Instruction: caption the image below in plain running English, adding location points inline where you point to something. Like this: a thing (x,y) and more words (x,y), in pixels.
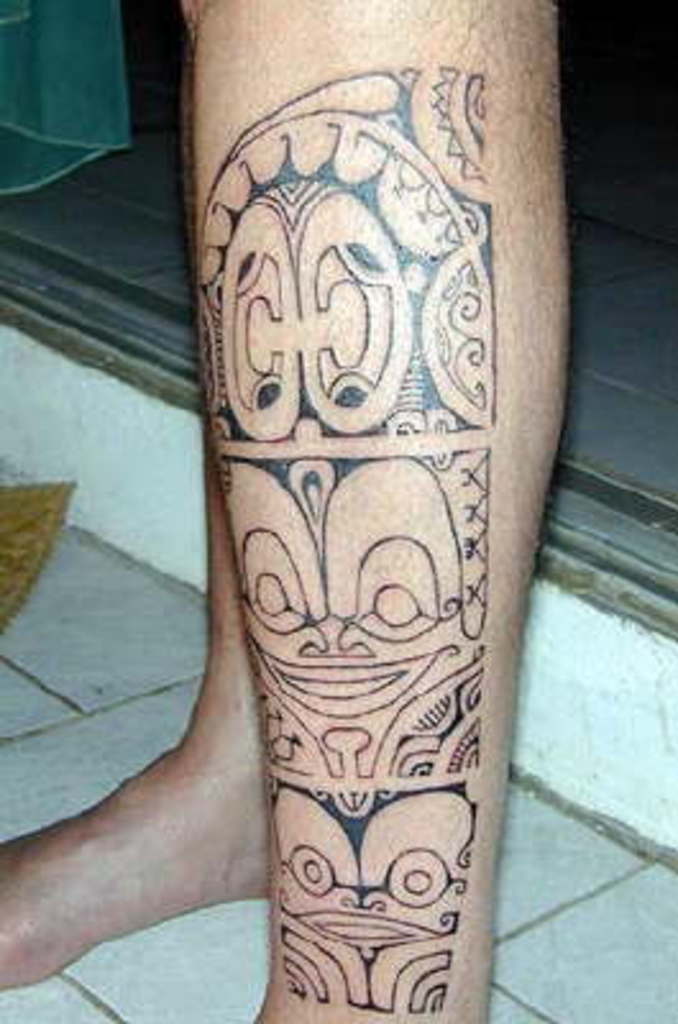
In this image I can see person's legs (342,505), one of the leg (342,574) there is a art (304,207) visible in front of the sill (94,485).
